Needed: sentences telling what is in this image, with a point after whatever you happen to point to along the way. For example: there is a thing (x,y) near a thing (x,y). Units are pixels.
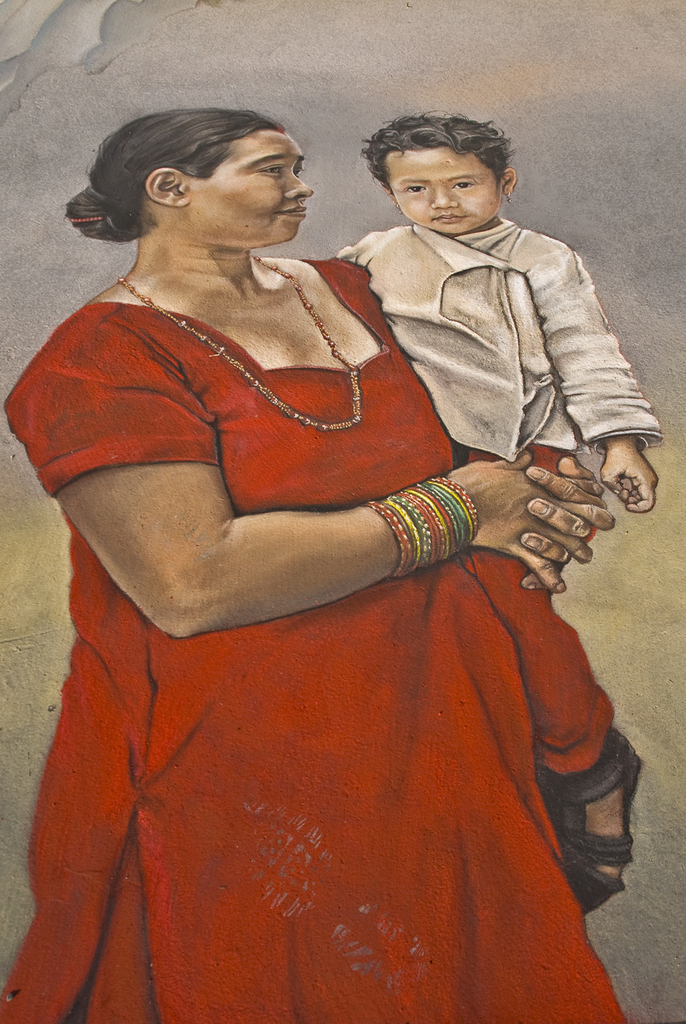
In the picture there is a painting (202,132), in the painting (361,429) there is a woman (194,356) carrying a boy (515,241).
